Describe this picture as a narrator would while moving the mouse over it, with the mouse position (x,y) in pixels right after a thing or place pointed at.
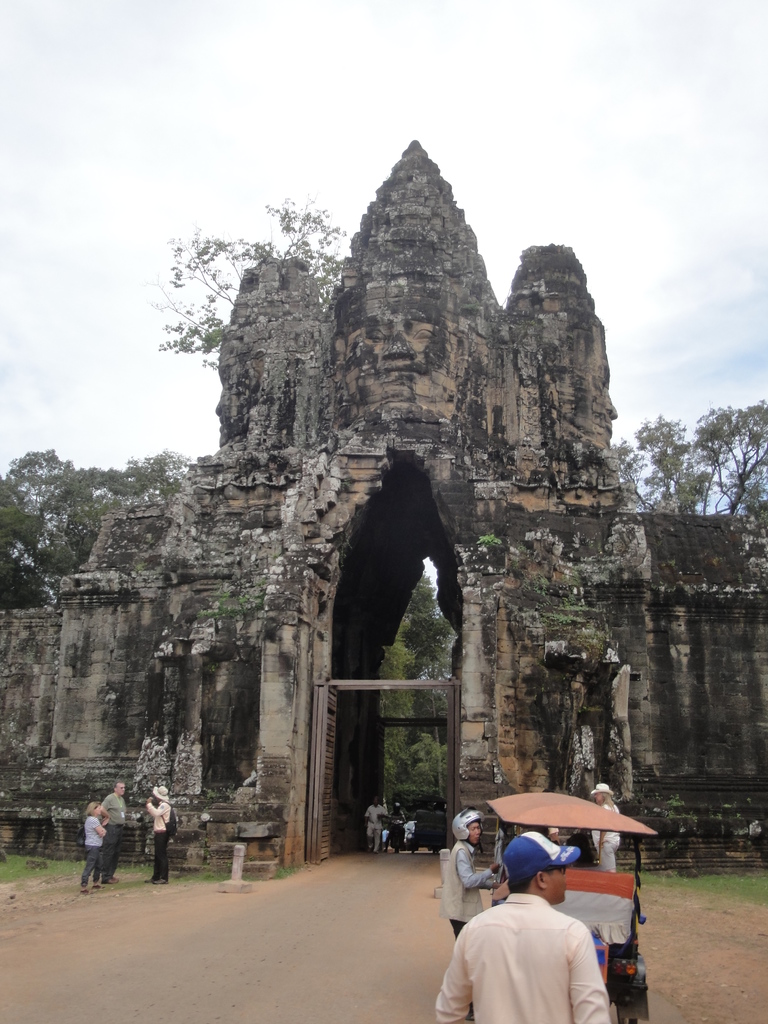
In this image we can see an ancient architecture (277,475). There are many people (506,979). Also there is a cart (576,891). In the background (633,346) there are trees (306,249) and sky (398,88) with clouds (533,109).
